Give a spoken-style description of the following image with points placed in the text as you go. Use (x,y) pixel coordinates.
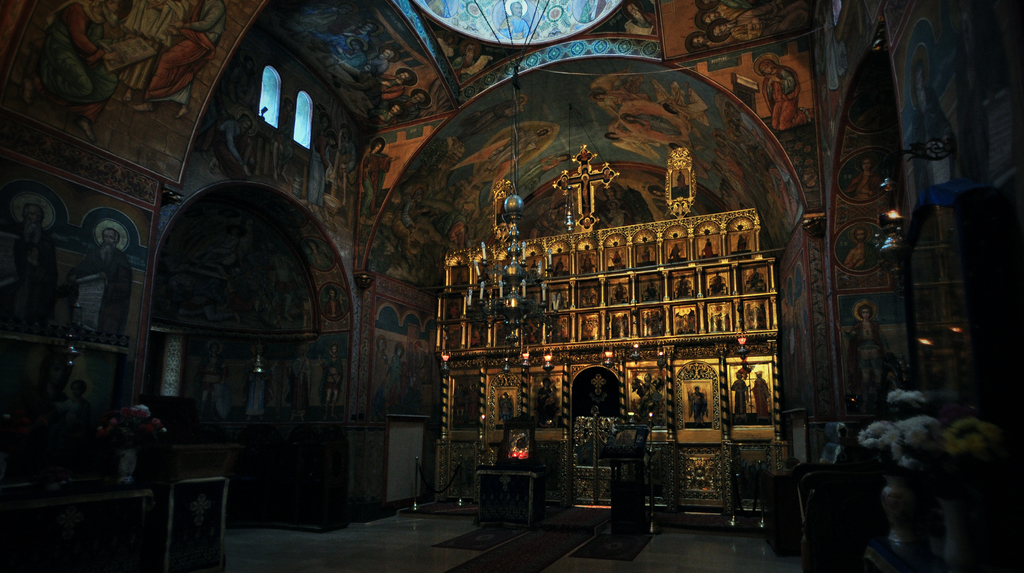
This image seems to be clicked inside church (354,124), on either side there are flower vase (889,502) and on ceiling (446,163) and walls (372,306) had paintings (159,112) of humans (406,72), in the front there is plus symbol statue (582,183) on the top (590,155), on left side (306,106) there are two windows (304,119) on the wall (323,117).
